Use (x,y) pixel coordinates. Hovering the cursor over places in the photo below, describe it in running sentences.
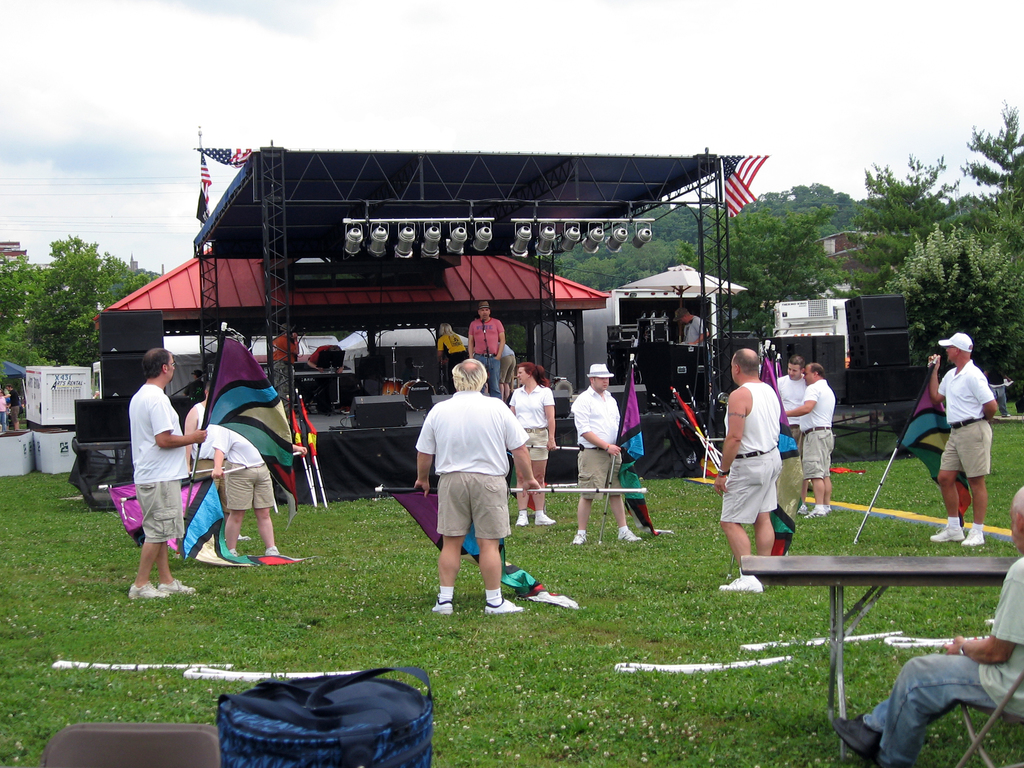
In this image I can see the group of people (502,608) holding the flags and these people (493,527) are standing on the grass (569,679). To the right (911,715) I can see one person (913,712) sitting on the chair (986,707) and there is a table (878,598) in-front of the person (904,702). I can see few objects (417,760) on the ground (469,675). In the background (440,343) I can see few more people (499,348) standing on the stage (404,405). I can also see the shed (344,326). On both sides of the shed (460,278) and I can see the speakers (827,375) and the white color boxes (24,437). In the background (181,259) I can see many trees (687,239), clouds (746,30) and the sky (617,34).
